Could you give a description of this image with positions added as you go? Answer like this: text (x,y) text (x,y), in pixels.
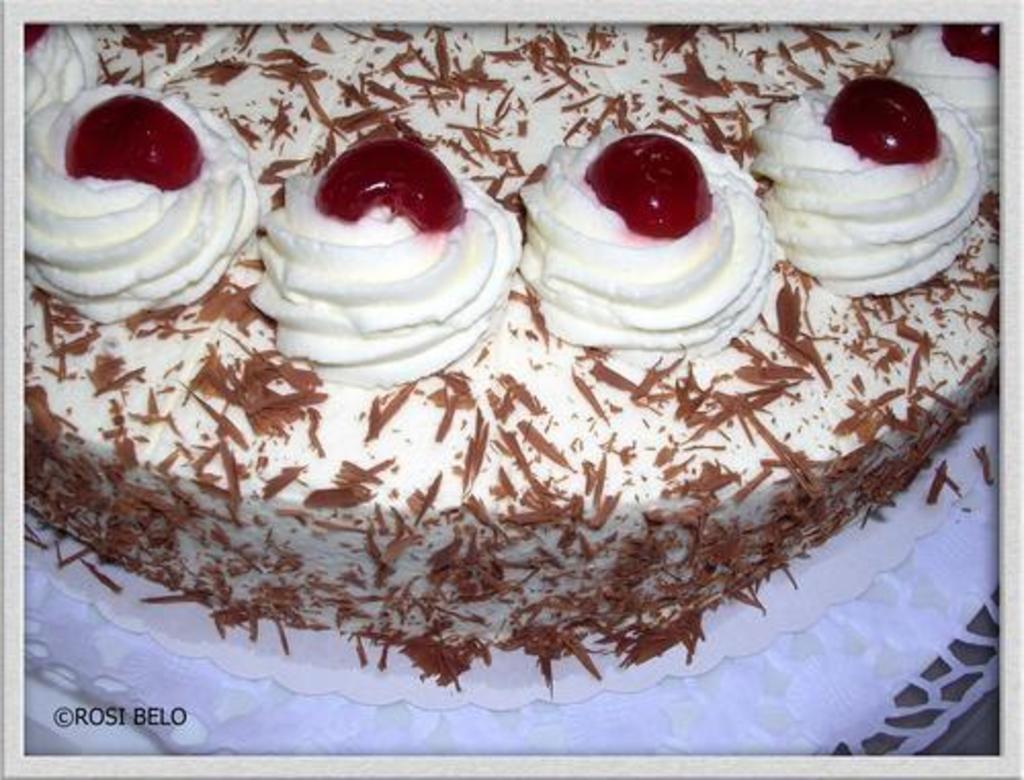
In this image I can see the cake (566,415) and the cake (338,620) is in white, brown and red color.
